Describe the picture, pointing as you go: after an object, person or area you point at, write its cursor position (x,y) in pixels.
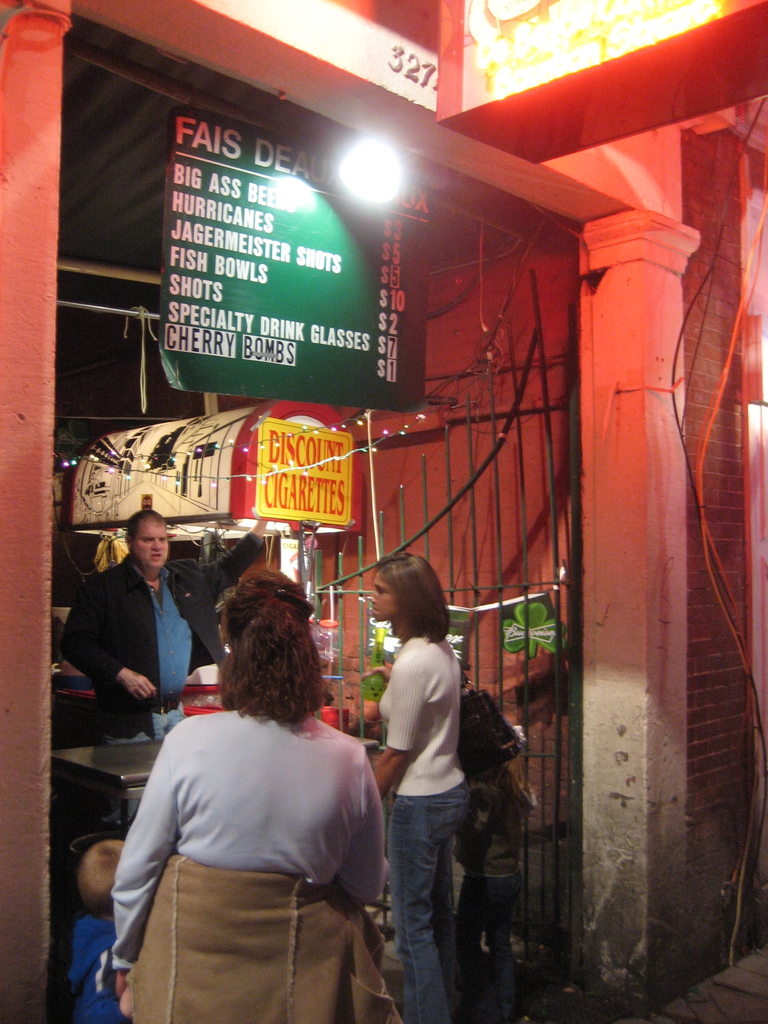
In this picture I can observe five members (250,691). Two of them are women (318,782) and one of them is man (117,667). I can observe green and yellow color boards (276,343). There is some text (282,463) on these boards (258,318). There is a light (355,177) on the top of the picture (365,161). On the top right side (558,35) I can observe some lights (534,38).
